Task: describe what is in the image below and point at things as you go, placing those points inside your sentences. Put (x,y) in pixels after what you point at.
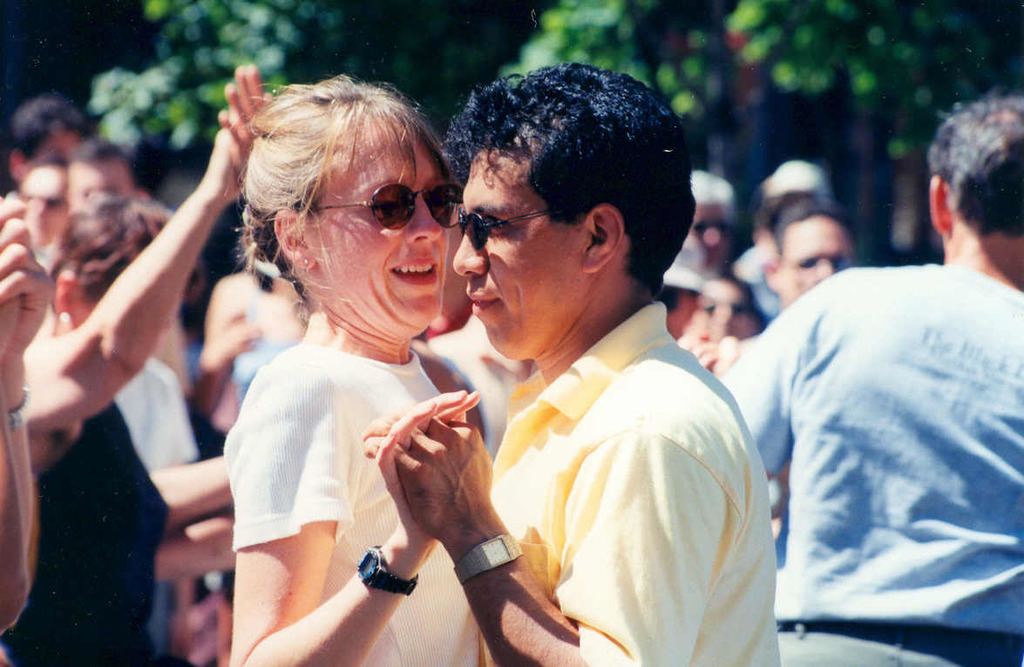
In this picture we can see a group of people (704,447), some people (712,454) are wearing spectacles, watches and in the background (951,23) we can see trees (945,38) it is blurry.
